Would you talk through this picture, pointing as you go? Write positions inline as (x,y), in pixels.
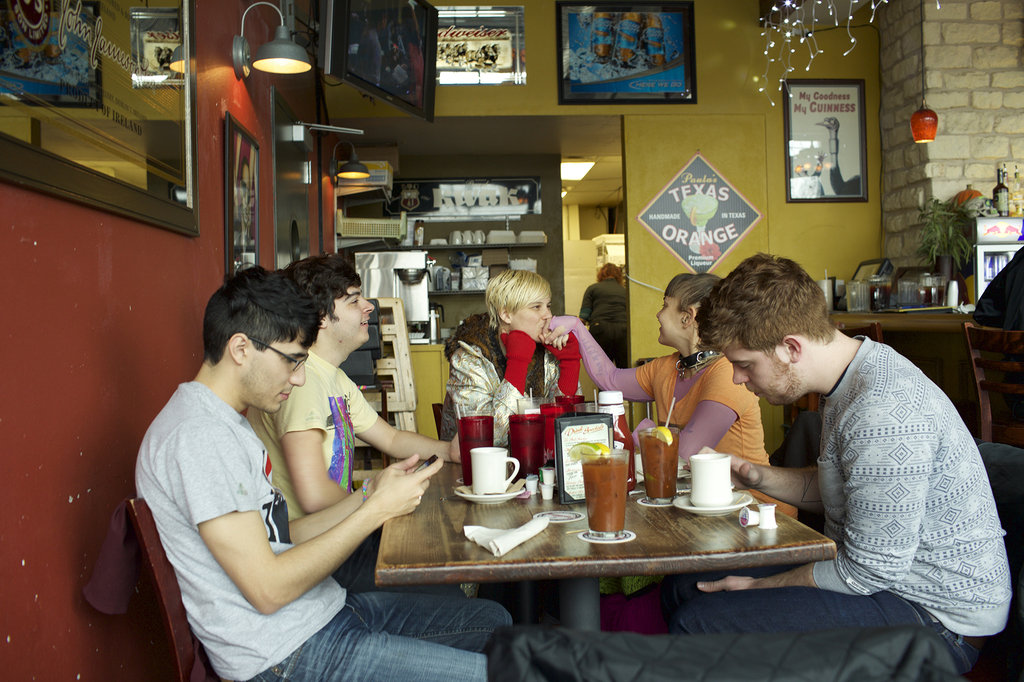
In this image i can see group of people (469,352) sitting on a chair (690,638), a man (347,623) sitting here wearing ash color shirt (243,446), yellow, white, orange and there are few glasses (526,429) on a table (639,515), at the back ground (709,202) i can see few frames (656,22) and banners (511,34) attached to a wall (641,173), a wall (647,154) is painted in yellow color and at left (136,196) there are few other frames (180,188) attached to a wall (156,301), the wall (137,331) is painted in red color, there is a light (269,54) attached to a wall (97,267), there are few cups (462,241), papers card boards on a shelf (441,290) at right (879,298) there are few other glasses (930,282) and small pot (937,271) on a table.
